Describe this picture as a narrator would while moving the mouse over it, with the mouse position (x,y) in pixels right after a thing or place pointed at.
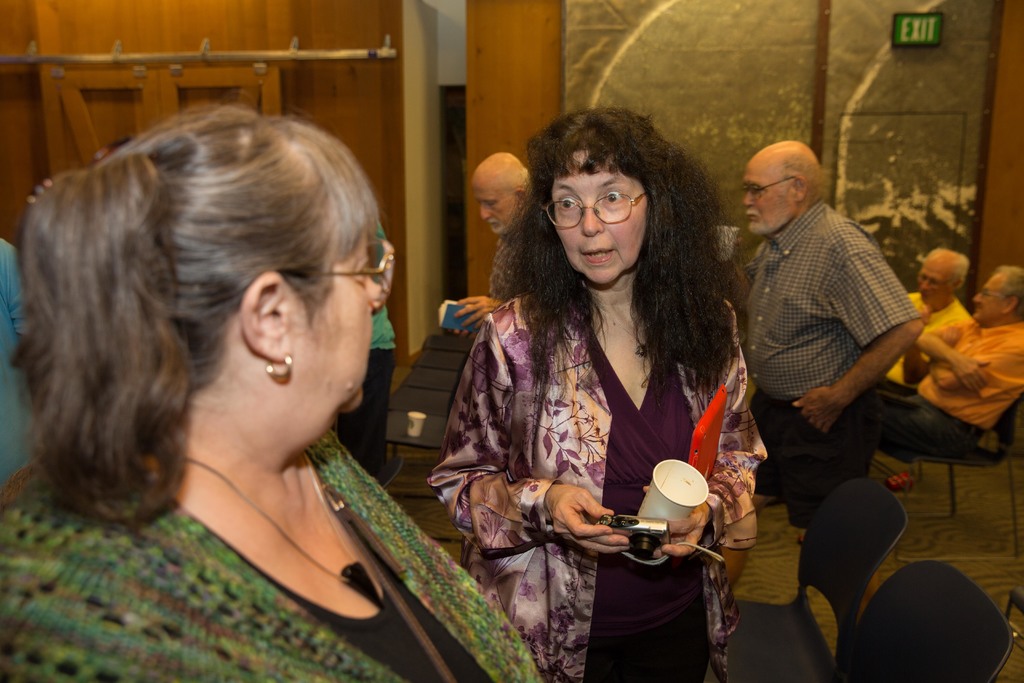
In this image, we can see persons (596,379) wearing clothes (621,381). There are chairs (823,585) in the bottom right of the image (924,604). There is a person (620,375) in the middle of the image (591,233) holding a camera (631,526) and cup (652,510) with her hands (689,542).
